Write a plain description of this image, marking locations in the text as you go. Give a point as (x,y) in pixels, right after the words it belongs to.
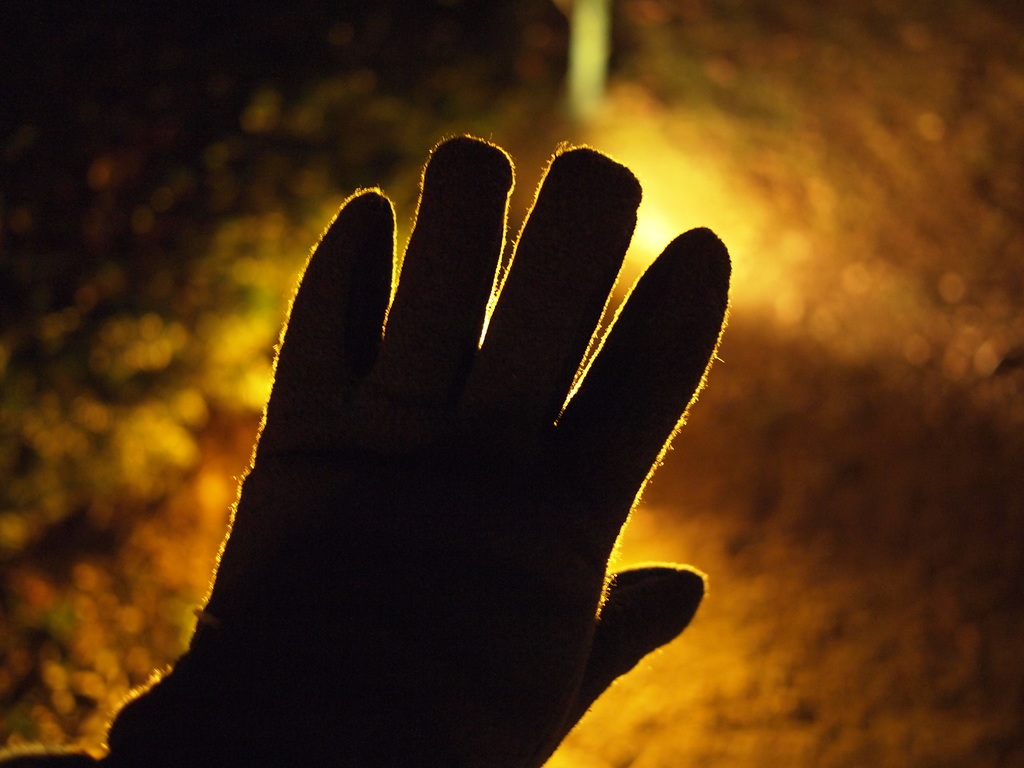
In this image we can see some person's hand (456,582) and we can also see the person (395,562) wearing the hand gloves (435,583) and the background (668,184) is unclear with lighting.
